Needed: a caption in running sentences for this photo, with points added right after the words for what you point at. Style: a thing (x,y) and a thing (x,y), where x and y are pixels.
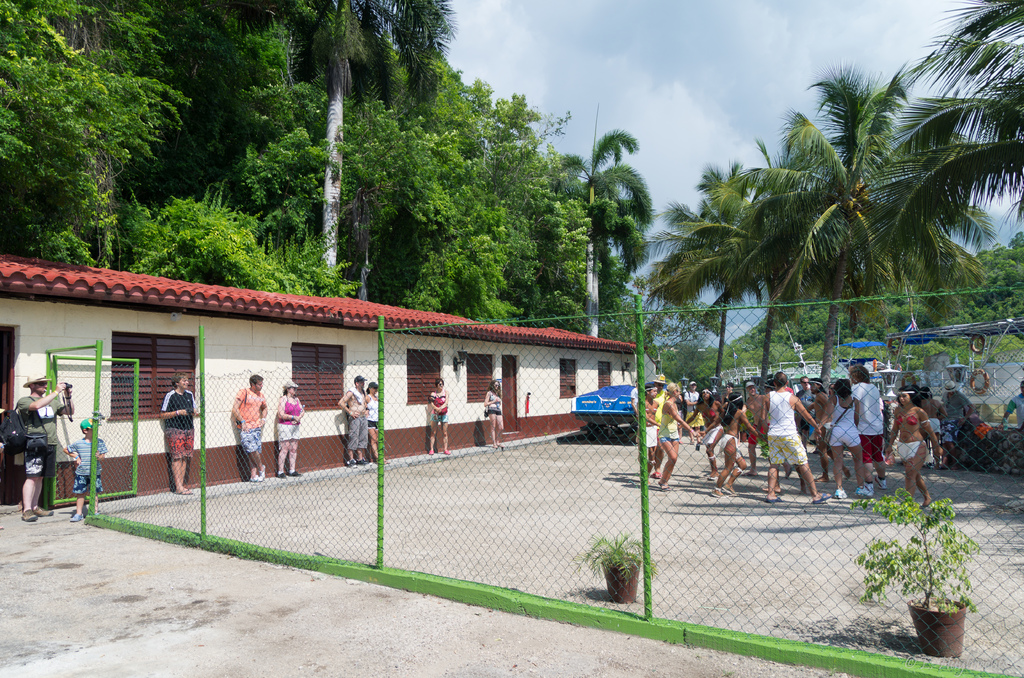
On the right side of the image (865,369) we can see people (735,428) playing a game. in the center (620,447) there is a mesh (532,447) and we can see flower pots (953,613). on the left (231,353) there is a shed (296,365) and we can see people (435,420) standing. There is a vehicle (614,432). In the background (167,161) there are trees (792,300) and sky (601,116).
